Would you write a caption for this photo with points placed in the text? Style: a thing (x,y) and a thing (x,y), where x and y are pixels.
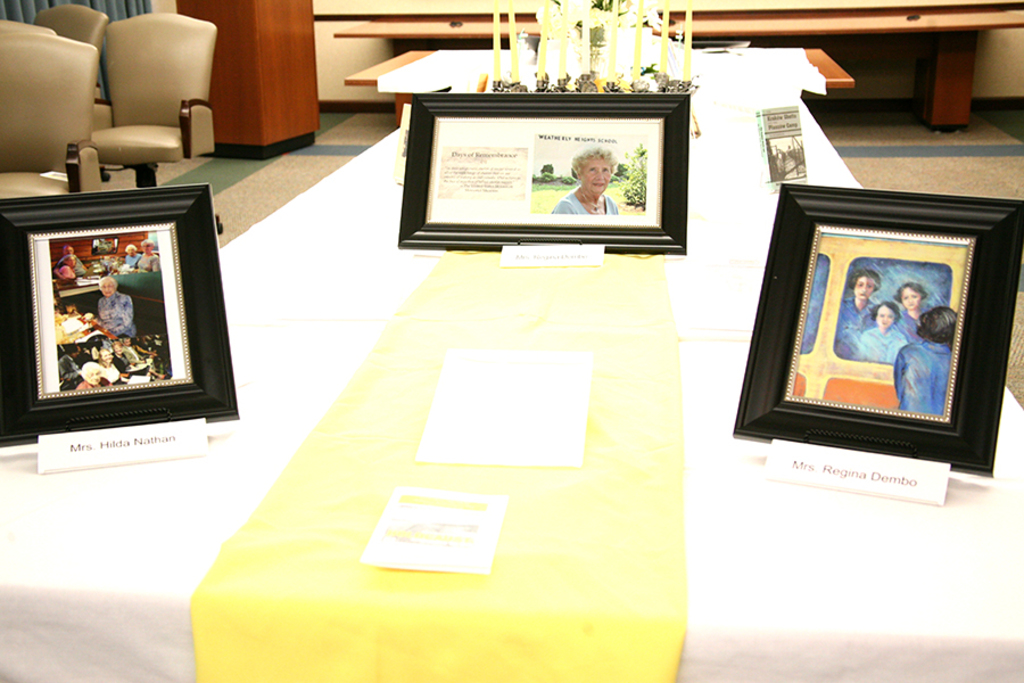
In this image I can see few frames (556,96) and few candles (565,50). Here I can also see few chairs (144,99).
